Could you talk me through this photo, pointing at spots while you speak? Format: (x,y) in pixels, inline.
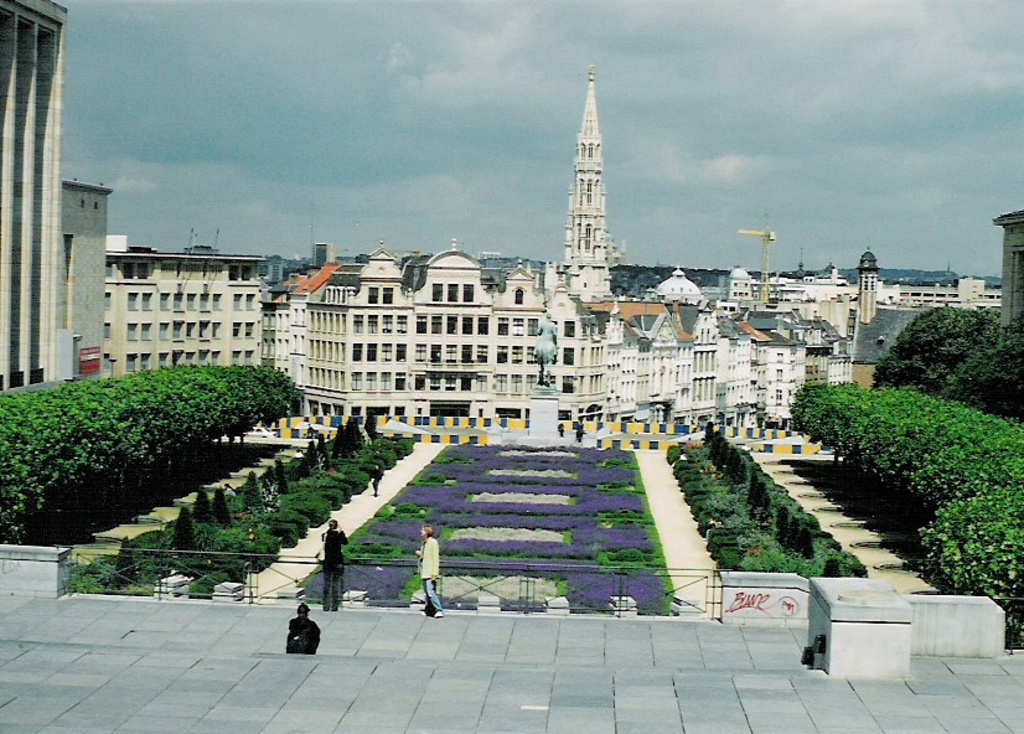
In this image, in the middle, we can see three people (338,583). On the right side (1006,556), we can see some trees (1006,530), plants (995,469), buildings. On the left side (24,154), we can also see buildings (44,154), pillars (5,156), trees (164,460), plants (331,479). In the background (358,404), we can see some buildings (692,309), towers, statue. At the top (581,82), we can see a sky (657,214) which is cloudy, at the bottom (794,520), we can see some plants (601,526), flowers (587,531) and a grass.
